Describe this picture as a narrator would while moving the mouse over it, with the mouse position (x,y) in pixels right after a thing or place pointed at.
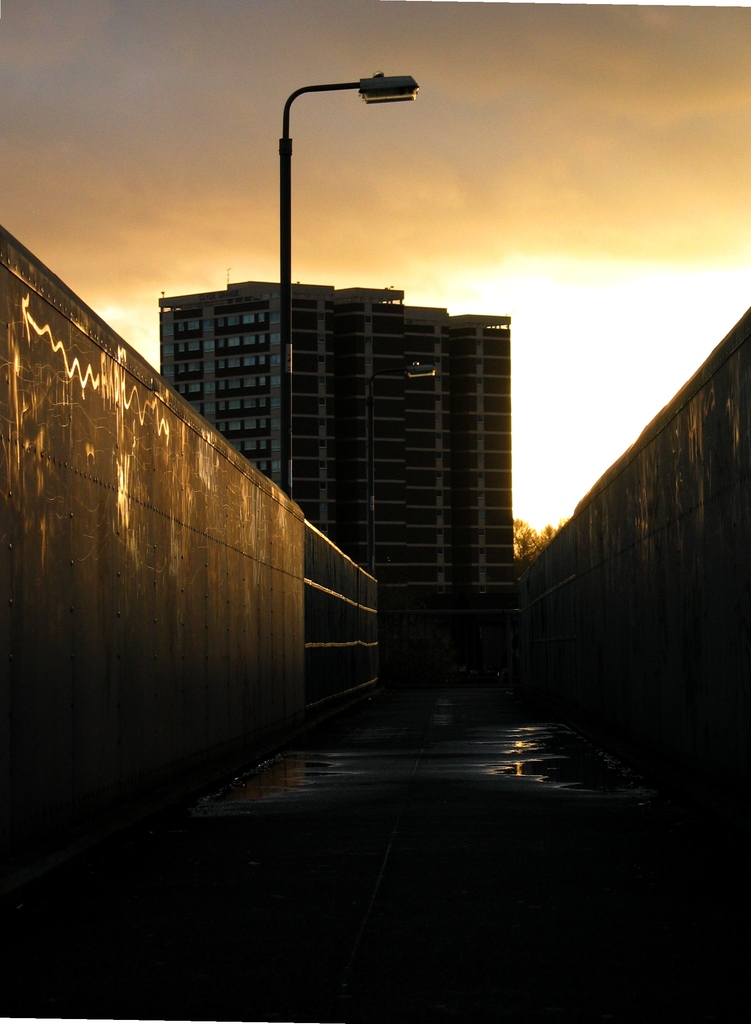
In this image on the right side (636,576) and left side (212,636) there is a wall (728,591), and at the bottom (356,757) there is a walkway (399,735). In the background (421,450) there is a building (445,538), trees (524,555), pole (284,112) and light (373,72) and at the top of the image (528,150) there is sky (251,191).
